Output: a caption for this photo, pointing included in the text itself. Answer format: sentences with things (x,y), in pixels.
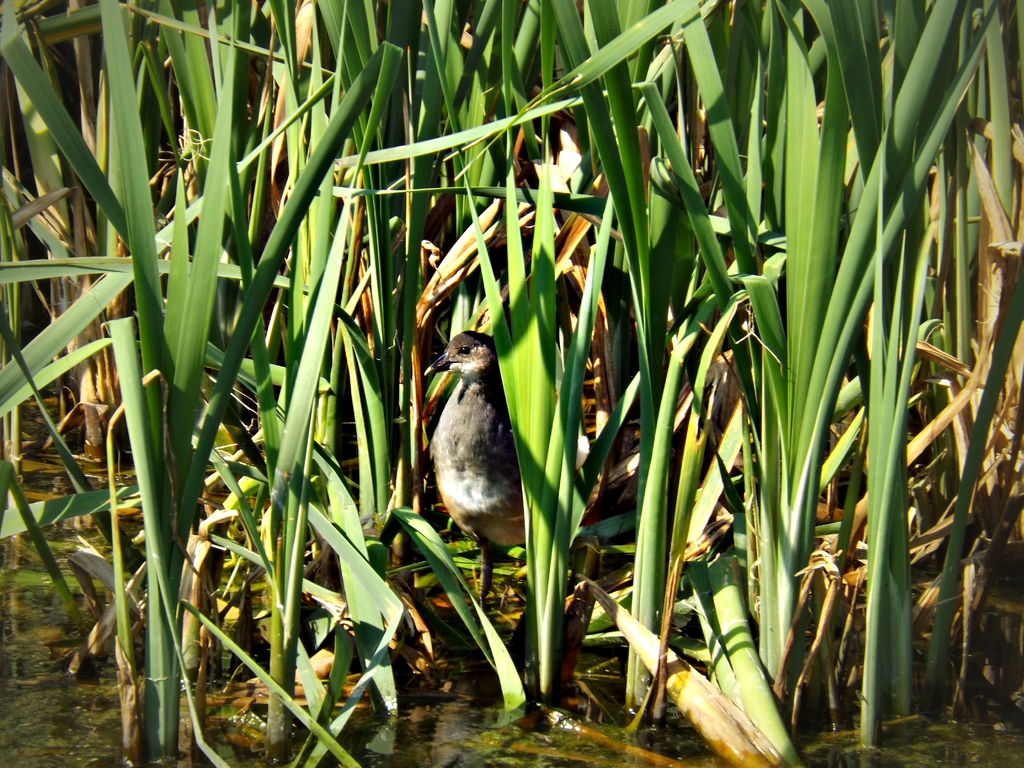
In this picture there is a bird (461,401) standing near to the water (417,688). At the top (479,225) we can see plants (867,267). On the left (17,346) we can see the leaves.
